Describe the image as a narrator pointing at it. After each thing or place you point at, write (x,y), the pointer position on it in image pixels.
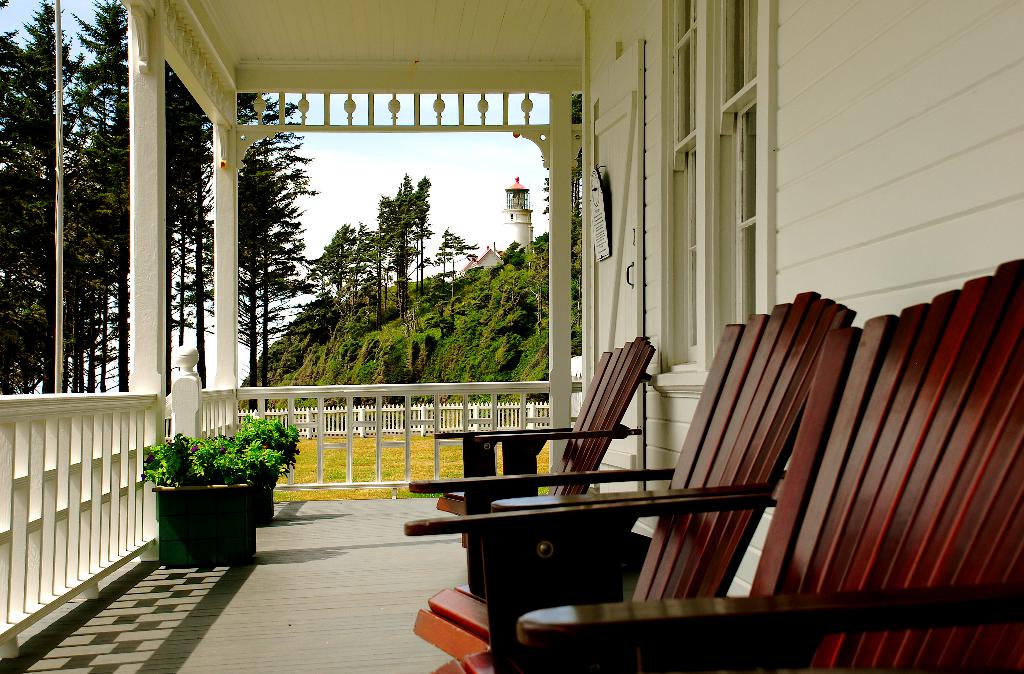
Here we can see a Picture with three chairs (568,503) on the right side (700,618) and there are plants (274,473) present here in the center (348,333) and there are trees (102,230) at the left (190,182) and right side and here this is like a lighthouse (527,213), and the sky (459,187) is clear, this total image looks like a balcony (80,654).
